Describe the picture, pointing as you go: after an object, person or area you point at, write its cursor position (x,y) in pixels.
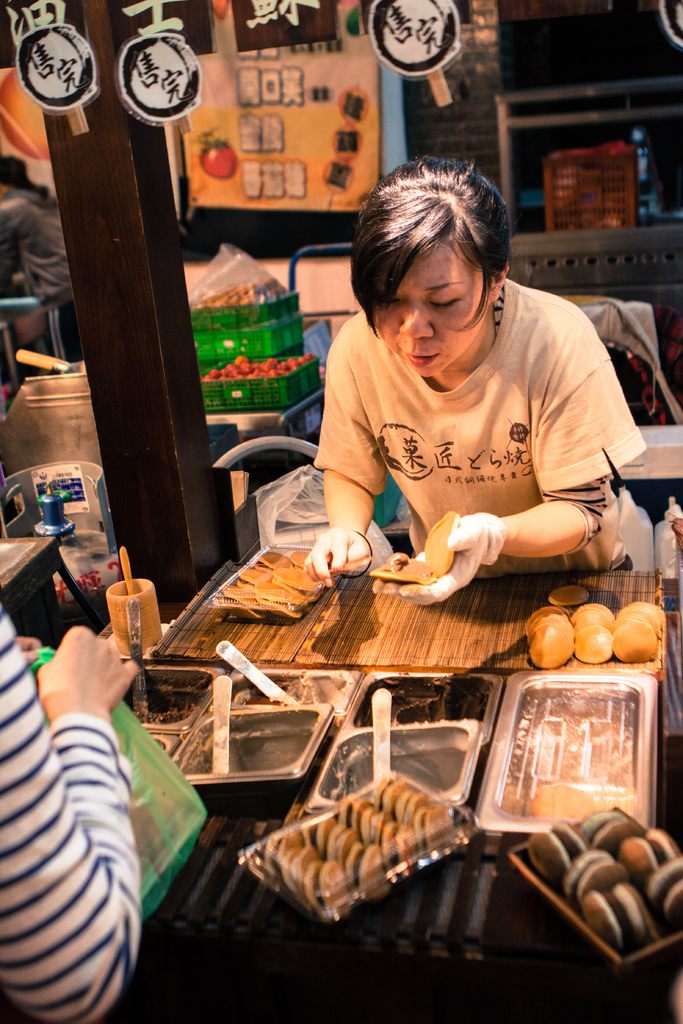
In the picture I can see a woman (338,562) is holding something in hands (338,574). I can also see wooden board (382,658), spoons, food items (344,851), utensils (350,713) and some other objects (578,736). In the background (64,217) I can see a wooden pole (104,159), trays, people (53,219) and some other objects (377,91).
